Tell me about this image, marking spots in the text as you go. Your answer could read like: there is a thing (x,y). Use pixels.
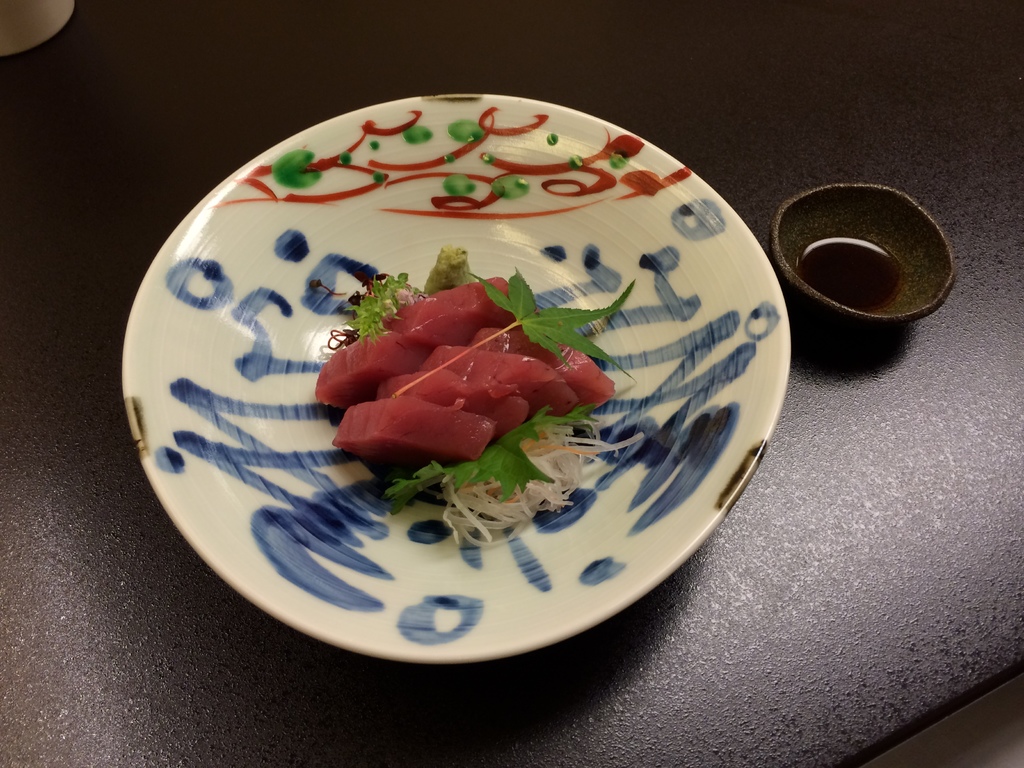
In this image there are food items (329,362) on a plate (331,211) and there are some other objects (6,25) on the table (748,635).
